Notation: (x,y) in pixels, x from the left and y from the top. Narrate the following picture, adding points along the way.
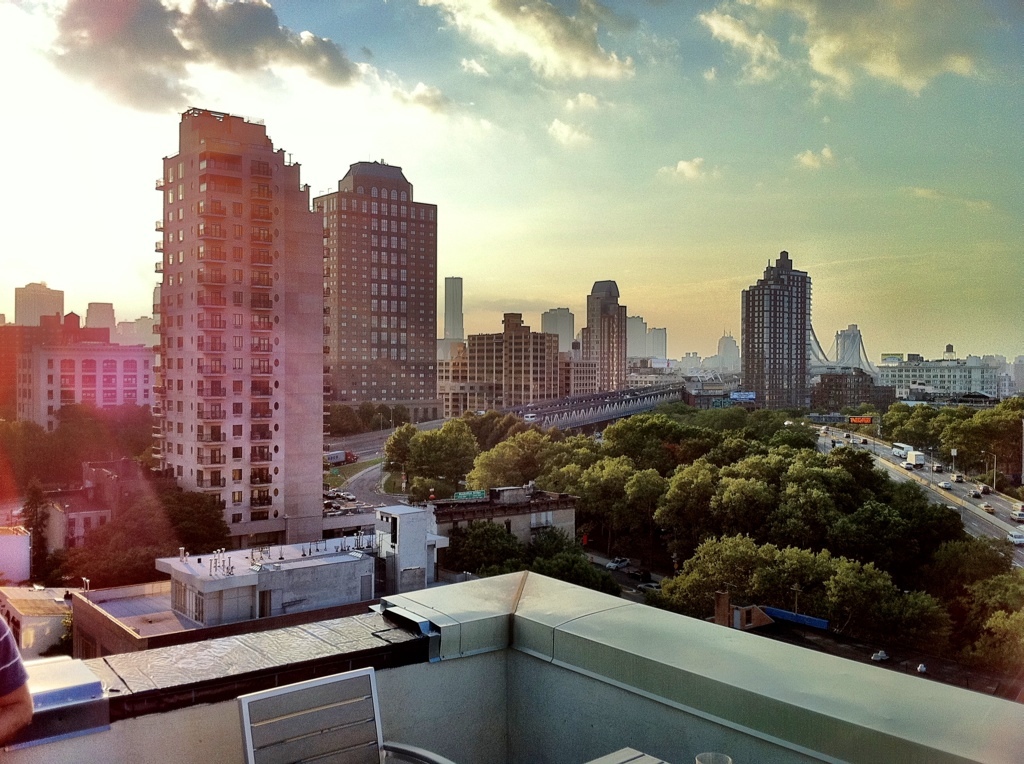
This is the view from a city (418,273). There are many skyscrapers (296,340). This is the sky (347,98). These are the cloud (95,38). In the right side (777,456) we can see many trees (757,484) are there, and a road (983,504) is passing by. On which there are many vehicle (940,467) going on. On the background (848,351) there is a bridge (861,342). In the middle (658,405) also we can see another road (599,392). I think the photo is taken from this building (485,726). There is a person's hand (2,715) in the bottom left corner (18,702).
